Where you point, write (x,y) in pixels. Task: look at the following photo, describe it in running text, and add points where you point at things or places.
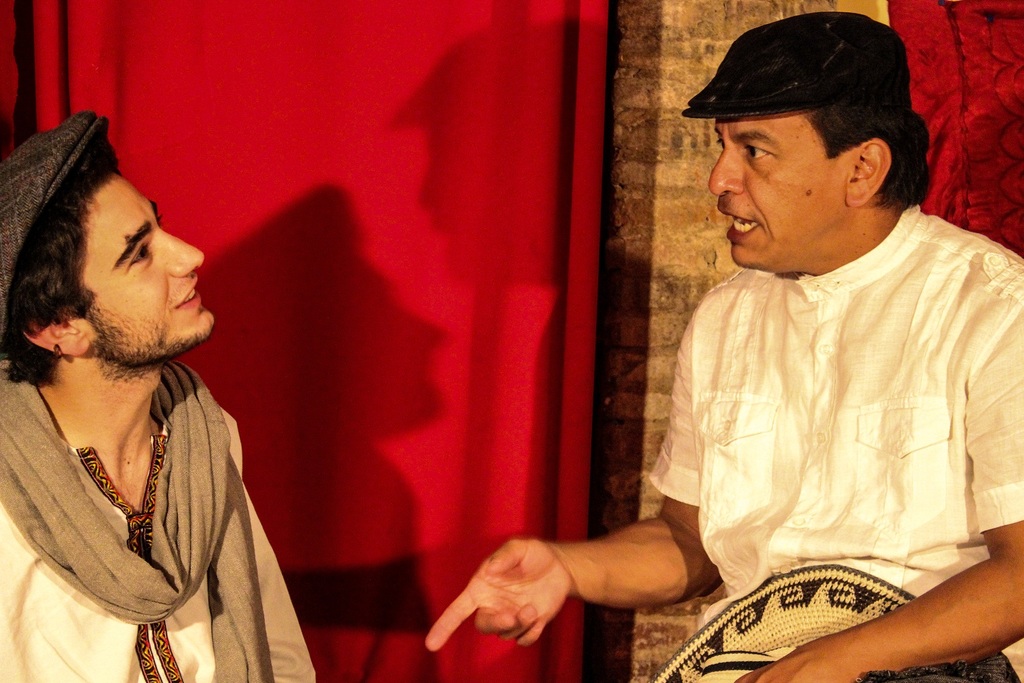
In this image I see 2 men (811,282) who are wearing caps (762,72) on their heads (30,270) and I see the red color cloth (316,161) over here.
